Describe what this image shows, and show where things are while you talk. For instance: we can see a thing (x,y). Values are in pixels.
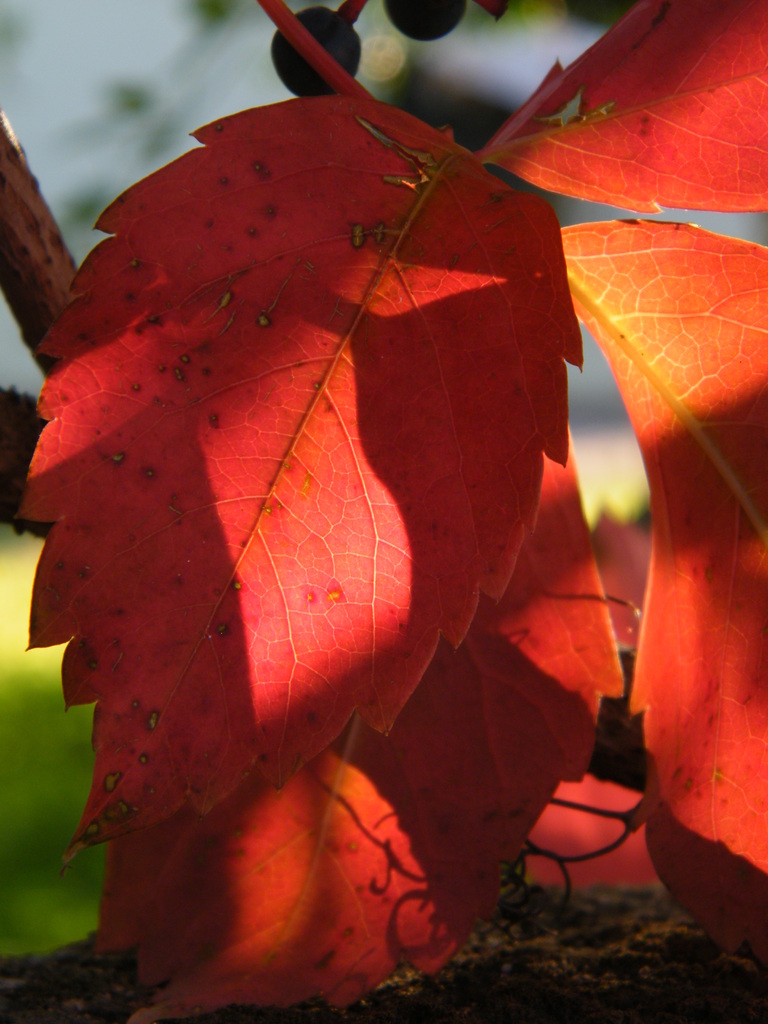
In the foreground of this picture (402,511) we can see the red color leaves (380,579) and some other objects (347,62). The background of the image (592,994) is blurry and we can see the soil (586,960) and some other objects (28,737).
